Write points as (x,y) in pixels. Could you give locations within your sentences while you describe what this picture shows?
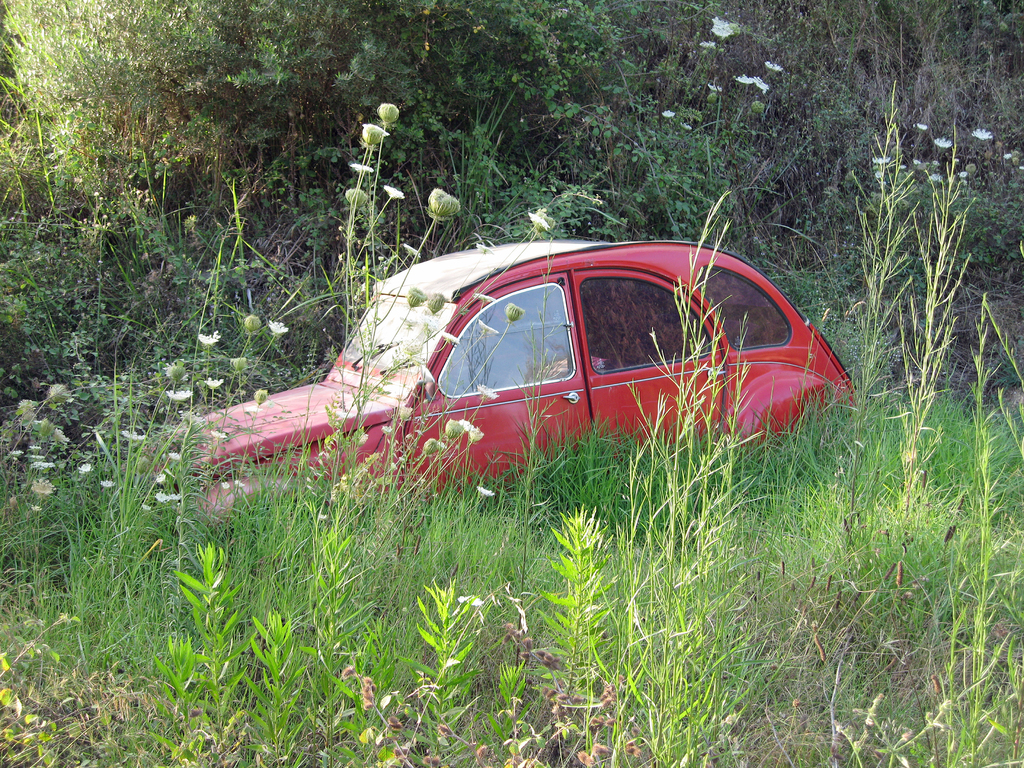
In this image we can see a red color car (516,451). Around the car (740,300) plants (142,473), grass (228,180) and trees (294,114) are there.
